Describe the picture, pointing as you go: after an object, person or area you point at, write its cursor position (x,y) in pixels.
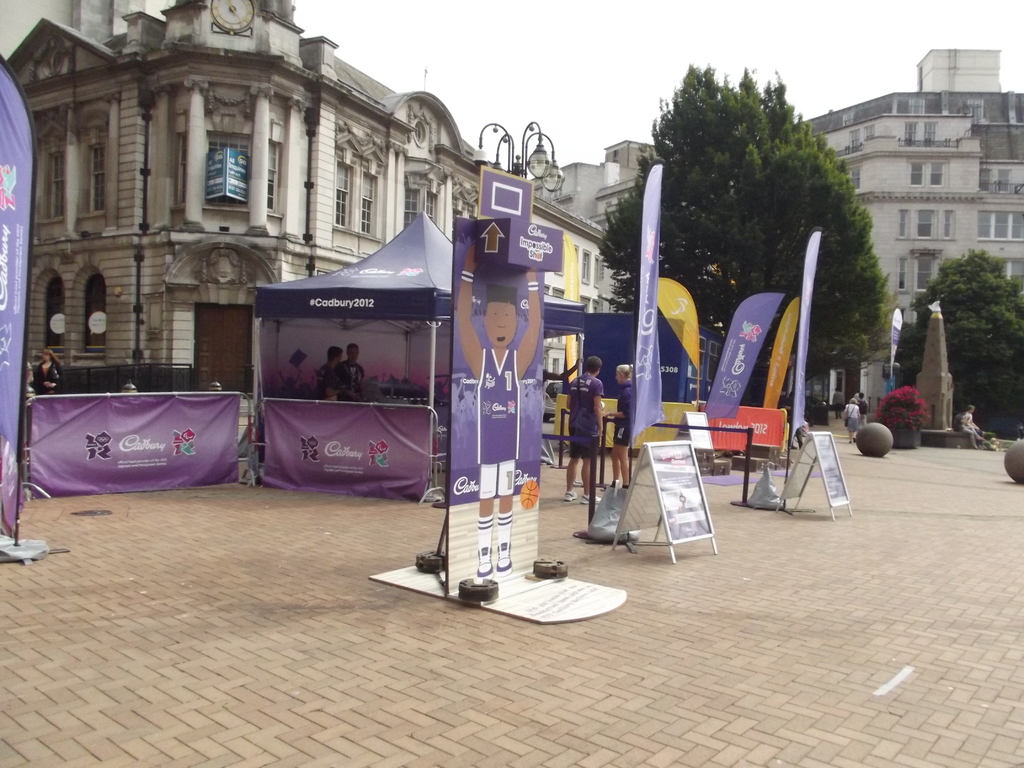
In this image we can see a group of people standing on the ground (416,526). In the foreground of the image (494,518) we can see some sign boards (524,543) placed on the ground (590,550) with some text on them. To the right side of the image (968,418) we can see a person (967,431) sitting on the wall (962,431). In the background (378,284), we can see a shed (395,305) and some banners (308,450) with some text (367,269), a group of buildings (354,254) with windows (344,199), a group of trees (752,246), light poles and the sky (666,27).
